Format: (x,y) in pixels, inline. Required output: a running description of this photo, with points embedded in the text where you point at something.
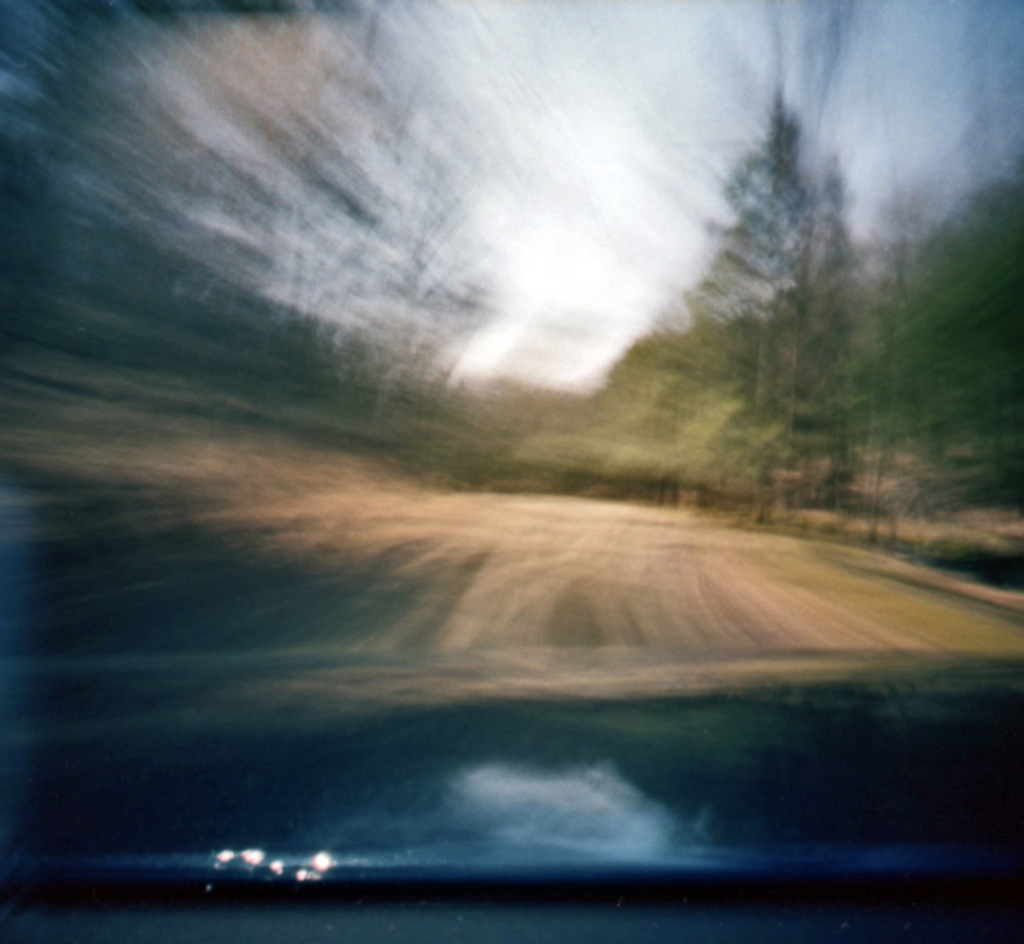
In this image through the windshield (721,670) of the car (577,766) we can see the car bonnet (576,727), road (325,515), trees (221,75) and sky (614,199).
